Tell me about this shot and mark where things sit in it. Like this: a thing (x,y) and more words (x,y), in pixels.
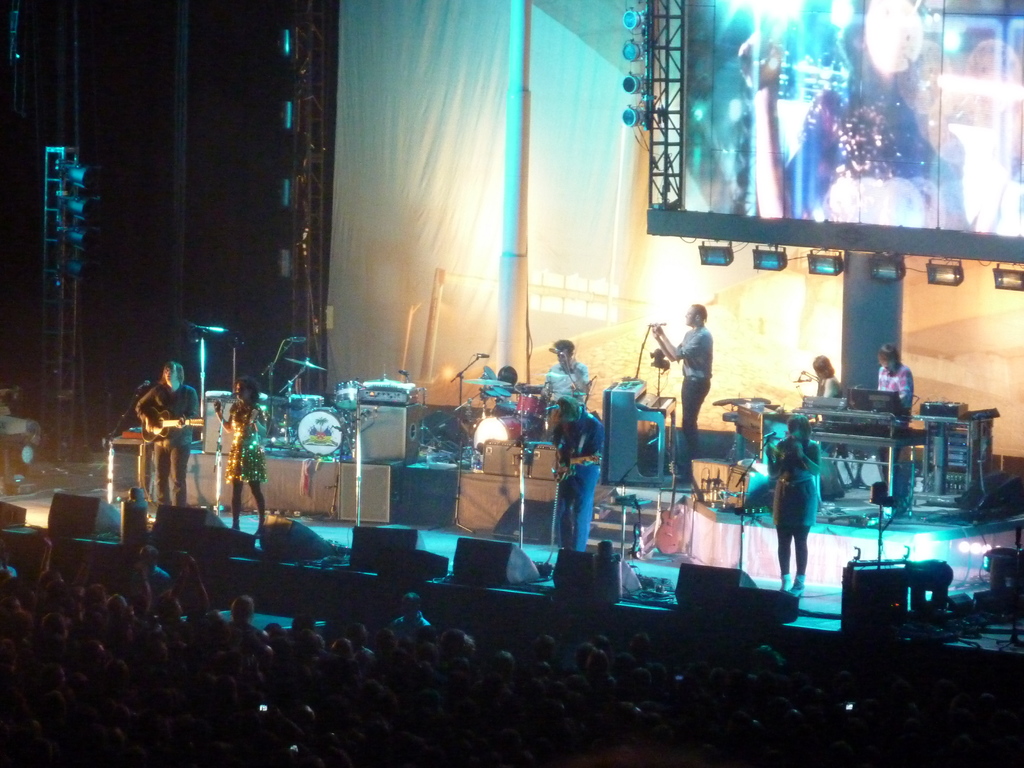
This image is taken in a concert. At the bottom of the image (128,623) there are many people (256,671). In the background (612,179) there is a poster (365,131) and a screen (750,87) with lights (941,276). In the middle of the image (366,401) there are many musical instruments (315,420). A few people (551,383) are sitting and playing the music and a few (255,456) standing and singing. A man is standing and playing the music with a guitar (161,418).
